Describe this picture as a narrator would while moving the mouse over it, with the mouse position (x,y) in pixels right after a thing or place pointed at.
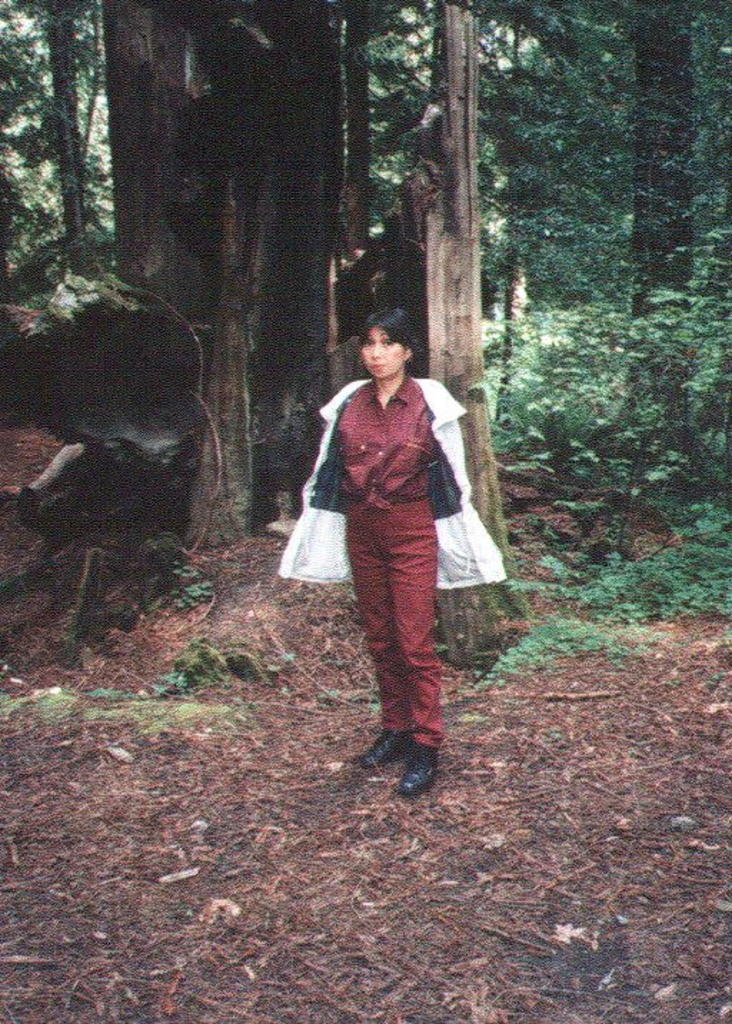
In this image we can see a woman (469,528) is standing on the ground (190,844). In the background (76,74) we can see trees (188,358) and plants (6,167).
